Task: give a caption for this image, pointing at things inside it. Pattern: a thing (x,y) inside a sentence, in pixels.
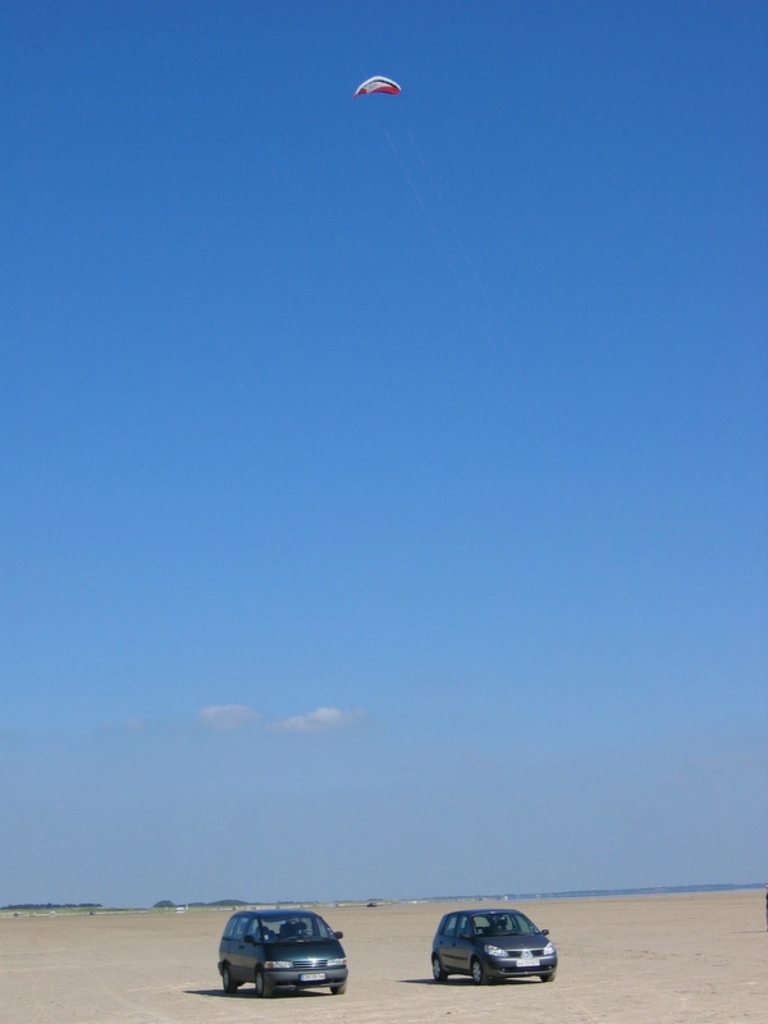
At the bottom of this image (234,1017), there are two vehicles (540,934) on the dry land (229,1004). In the background (529,876), there are trees (229,902) and other objects (418,900) on the ground (427,902) and there are clouds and a parachute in the blue sky (406,236).
